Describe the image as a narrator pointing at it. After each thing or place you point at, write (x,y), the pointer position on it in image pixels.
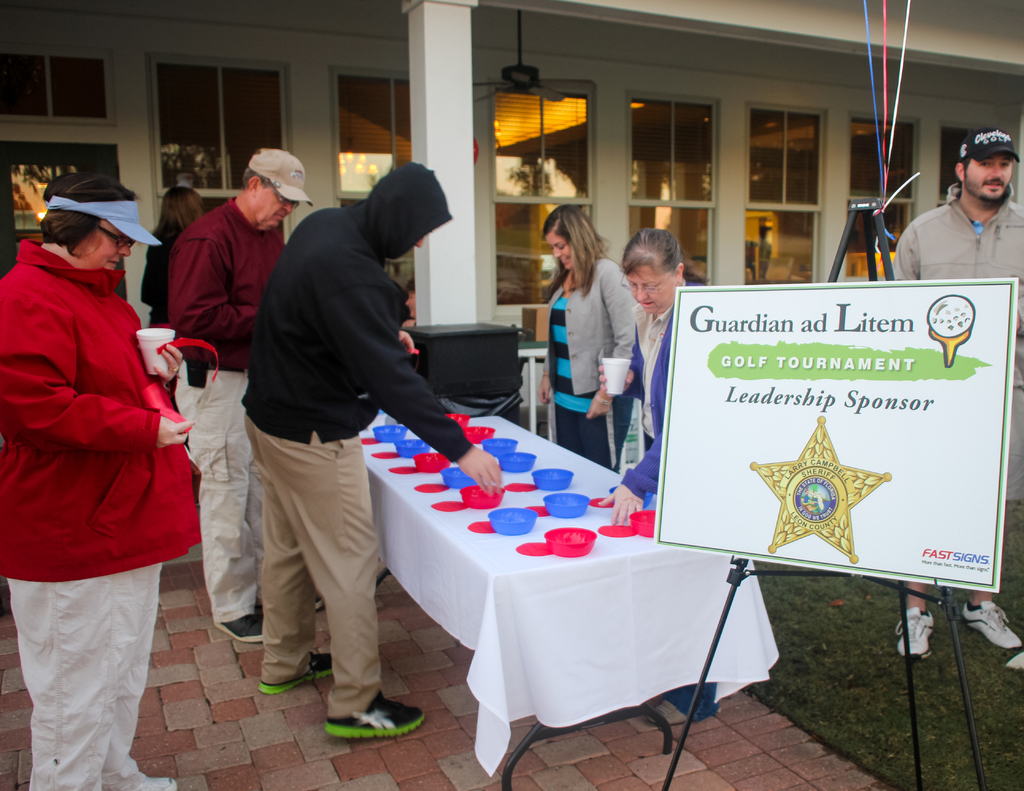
In this image there are group of persons (354,354) who are standing on the floor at the middle of the image (528,456) there are some objects (571,549) on the table (541,589) and at the background of the image (507,132) there is a building (632,132).
